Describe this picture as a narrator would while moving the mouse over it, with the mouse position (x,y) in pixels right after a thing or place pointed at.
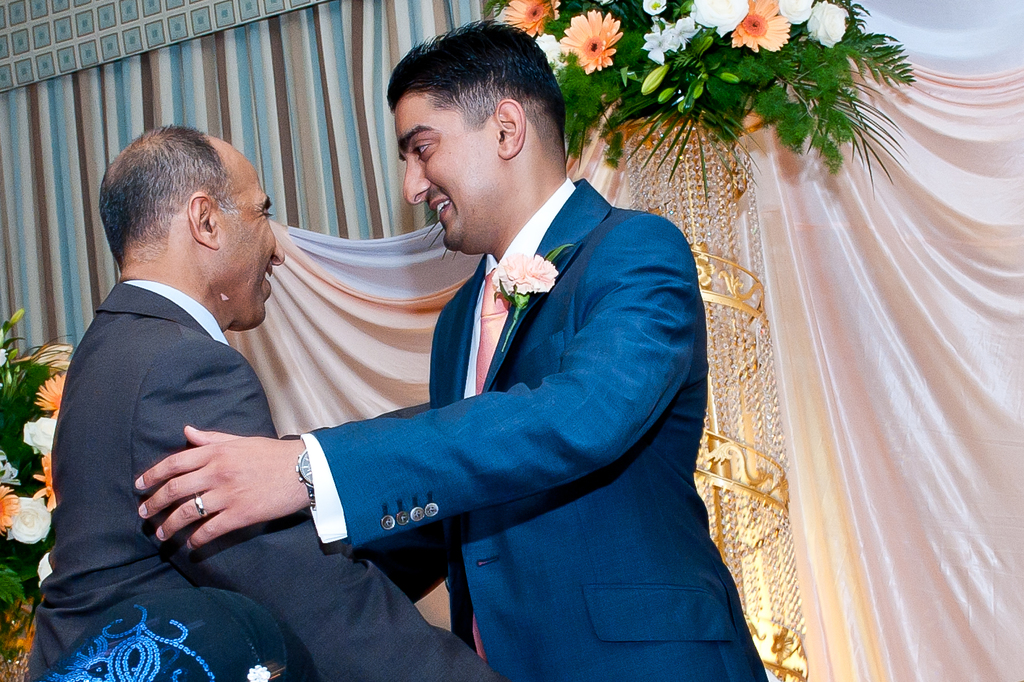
In the image we can see two men (365,432) standing, wearing clothes (526,565) and the right side man (507,523) is wearing a wrist watch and finger ring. Here we can see a flower bouquet (665,45) and curtains (208,52).
